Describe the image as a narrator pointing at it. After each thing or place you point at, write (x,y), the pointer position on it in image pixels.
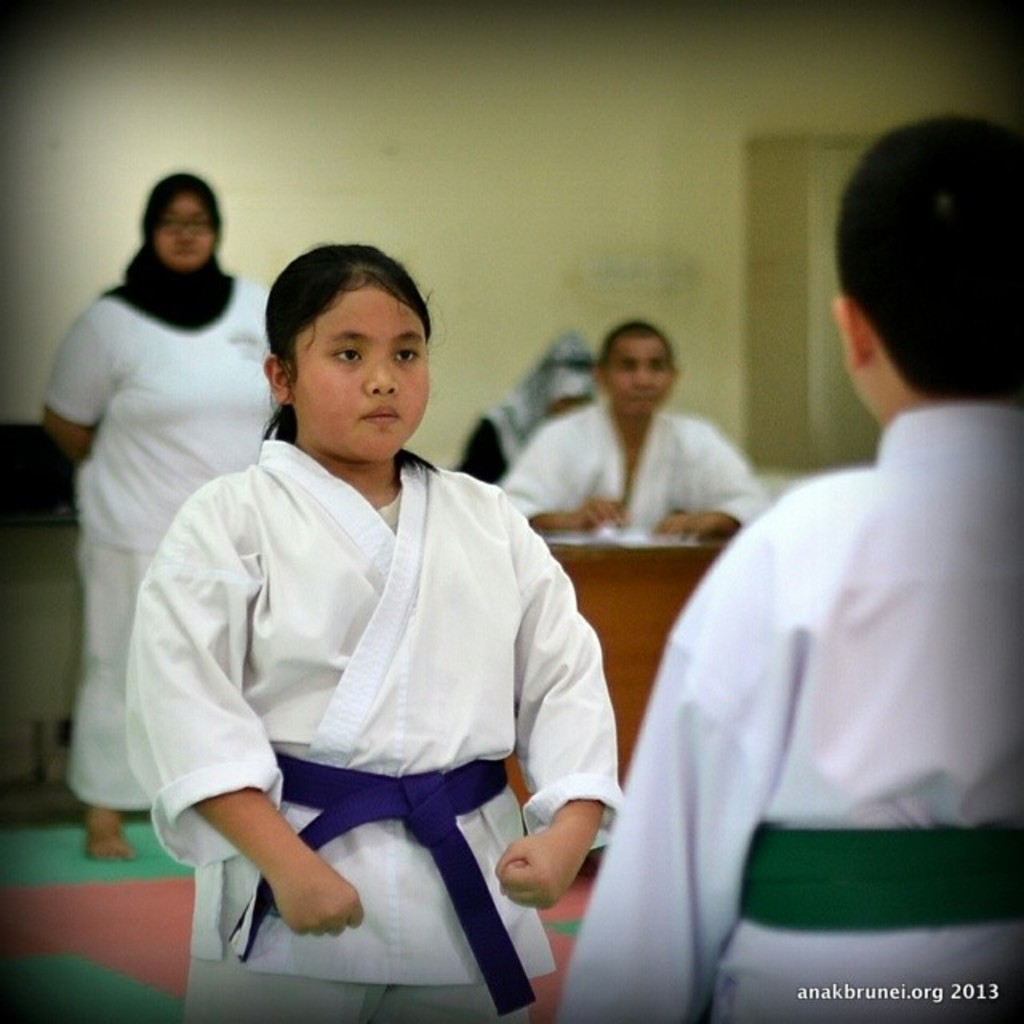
In this image I can see a girl (466,698) wearing white and blue colored dress (428,704) is standing. I can see a person (851,747) wearing white and green colored dress (851,747) is standing. In the background (637,473) I can see few persons (629,485) sitting, a person (200,431) standing and the cream colored wall (527,164).
